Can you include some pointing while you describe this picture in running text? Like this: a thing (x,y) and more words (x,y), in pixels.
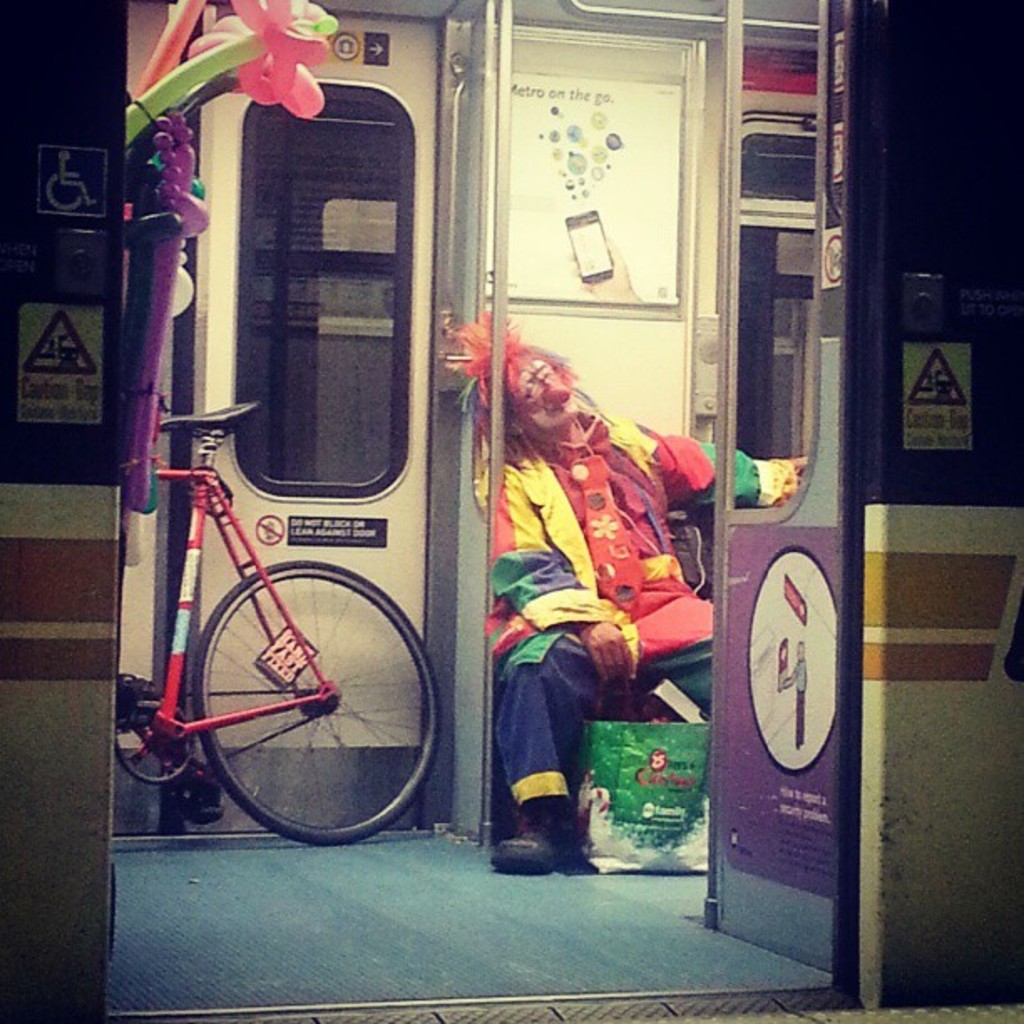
In this picture we can see a person (615,456) is sitting in the train (457,489), in front of the person (617,651) we can see a bag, on the left side of the image (153,87) we can see a bicycle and balloons (310,63).
